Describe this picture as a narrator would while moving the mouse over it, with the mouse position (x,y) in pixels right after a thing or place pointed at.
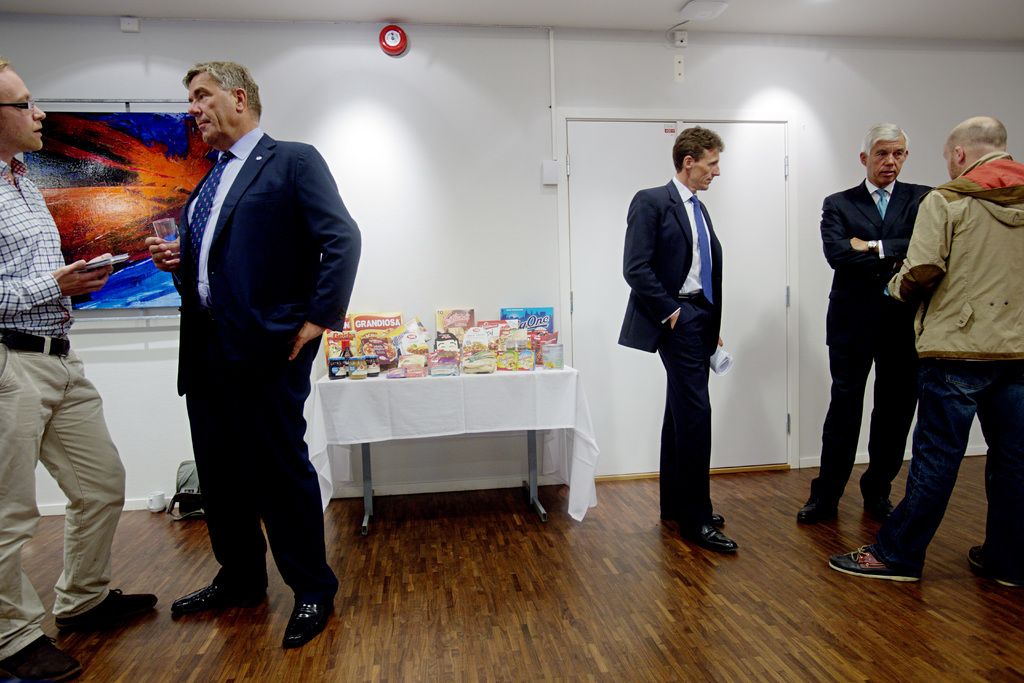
There are two persons (854,277) standing on the right side (921,335). Near to him another person (690,320) standing and holding a paper (730,360). On the left side (212,302) two persons (184,289) are standing. One person (62,280) is holding something and another person (224,240) is holding a glass (169,225). In the back (360,382) there is a table (374,375). On that there are many items (426,357) and a white cloth (445,387). There is a wall (385,90). On that there is a photo frame (98,137), red color thing (390,27). Also there is a door (621,163). On the floor (179,523) there is a bag (195,511).
